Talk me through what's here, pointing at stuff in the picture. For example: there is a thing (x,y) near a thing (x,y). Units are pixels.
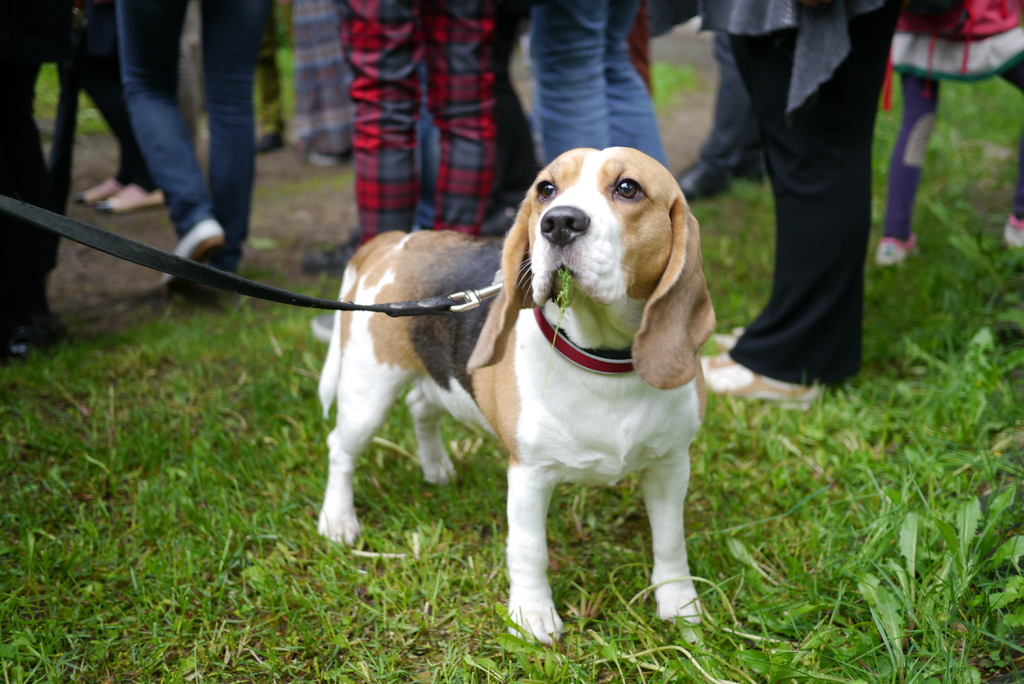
In this picture I can see a dog (565,366) with a dog belt (565,339). I can see grass (730,249), leaves (1010,583), and in the background (923,26) there are group of people (923,26).
